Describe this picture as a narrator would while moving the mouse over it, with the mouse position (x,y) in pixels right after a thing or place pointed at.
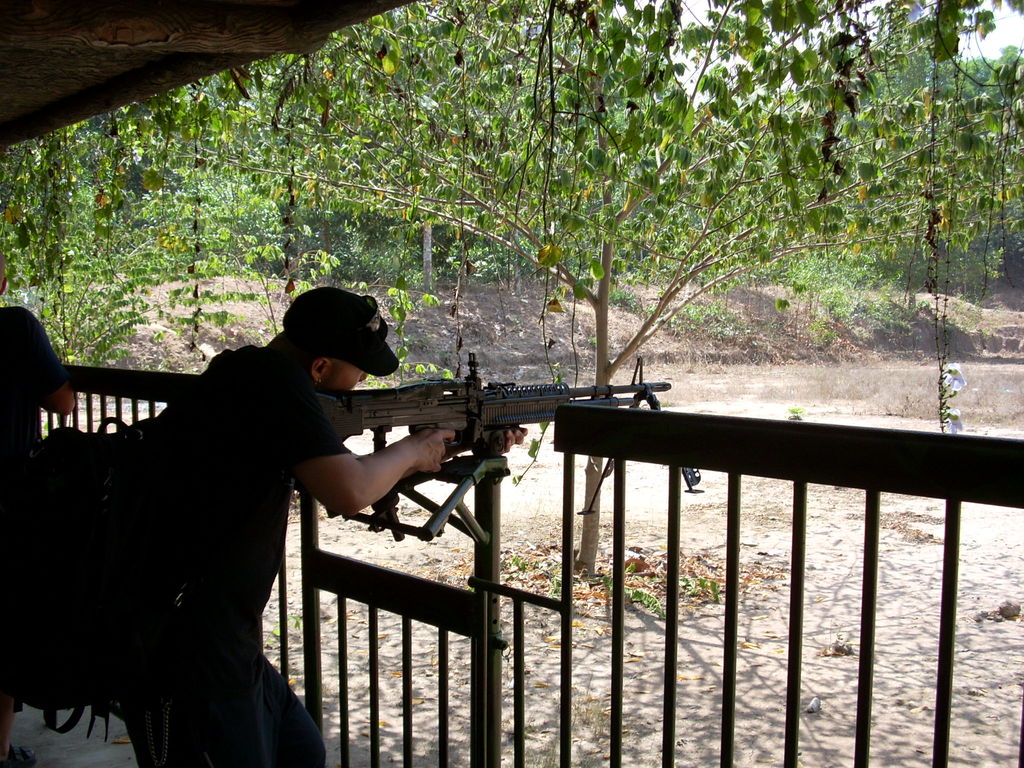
In this image I can see two persons (372,367) are standing and in the front (193,411) I can see one man (359,472) is holding a gun (528,421). I can see he is carrying a bag (195,445) and he is wearing a cap (367,342). In the background (854,159) I can see number of trees (627,159) and in the front (558,403) I can see railing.
